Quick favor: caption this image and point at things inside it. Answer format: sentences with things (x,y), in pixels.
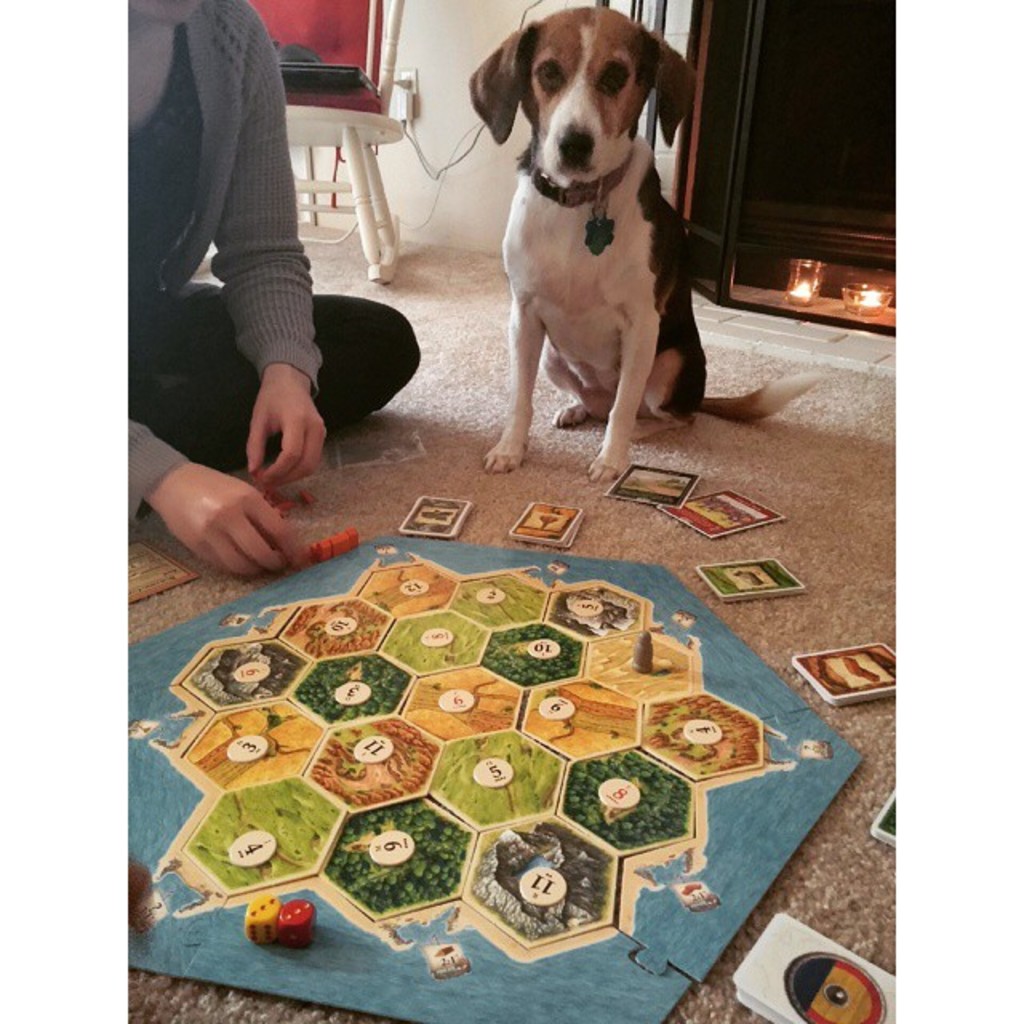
In this picture there is a dog (641,228) at the top side of the image (550,199) and there is a person (158,228) on the left side of the image (217,88), there is play board (423,547), cards (567,535), and dice (300,919) at the bottom side of the image (435,854) and there is a door (712,98) and a chair (338,40) in the background area of the image (833,144).
